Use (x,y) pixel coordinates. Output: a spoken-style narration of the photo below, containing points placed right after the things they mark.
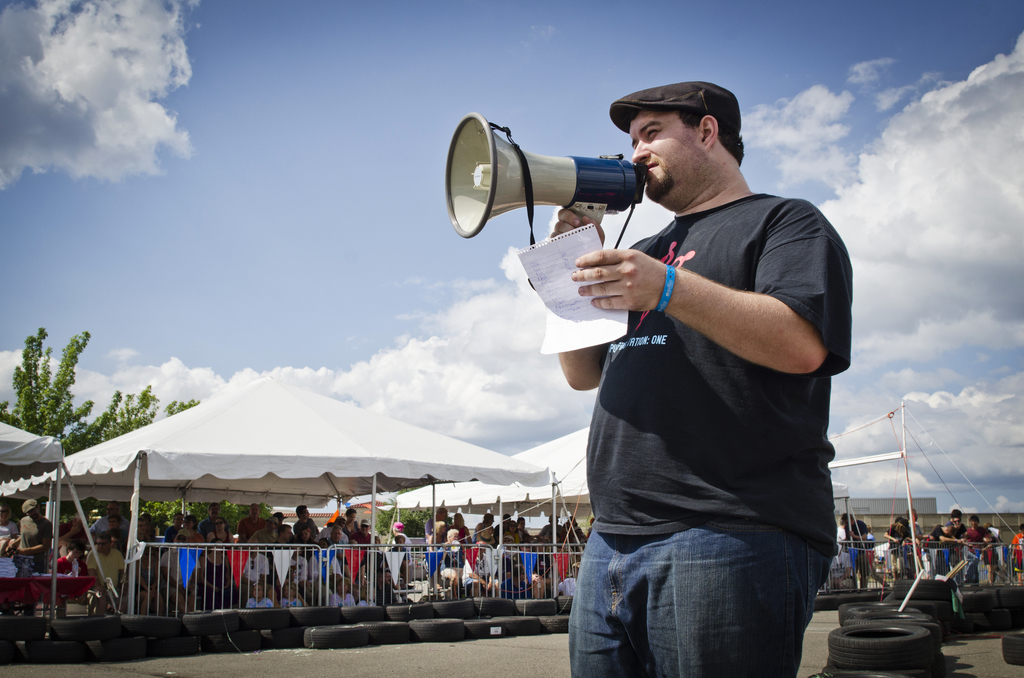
In the image there is a man (693,258) announcing something through a speaker (550,175) and behind the man (613,260) there are many wheels (902,586) and there is a fencing (523,548) around that area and behind the fencing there is a huge crowd (974,529).
